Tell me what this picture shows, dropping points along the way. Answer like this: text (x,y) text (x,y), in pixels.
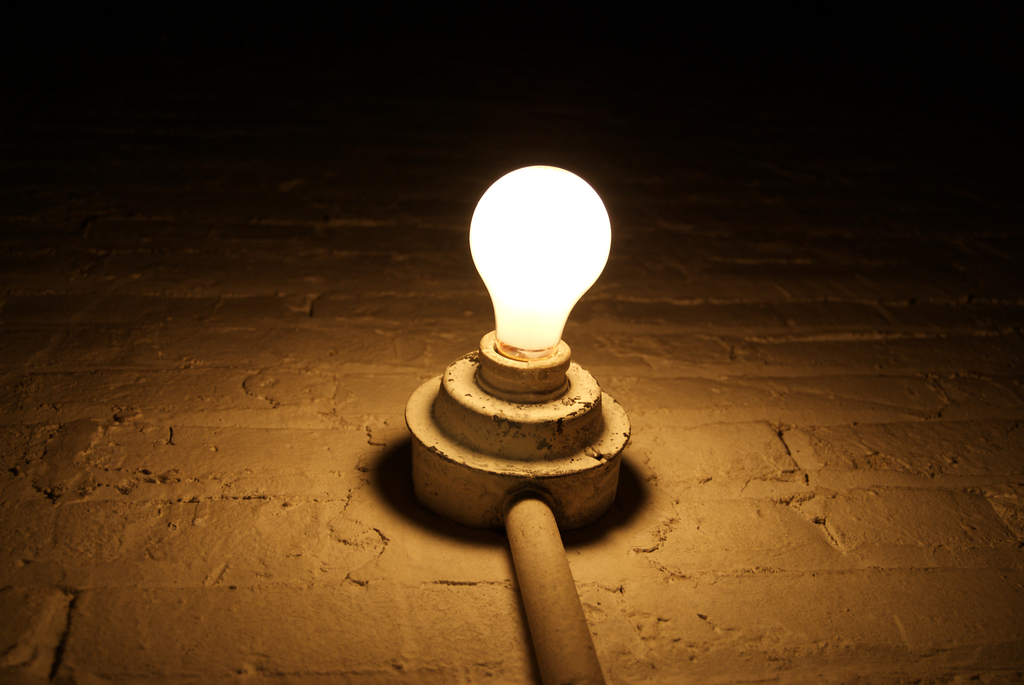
In this image I can see a light (555,247) in the centre (474,437) and I can also see this image is little bit in dark.
